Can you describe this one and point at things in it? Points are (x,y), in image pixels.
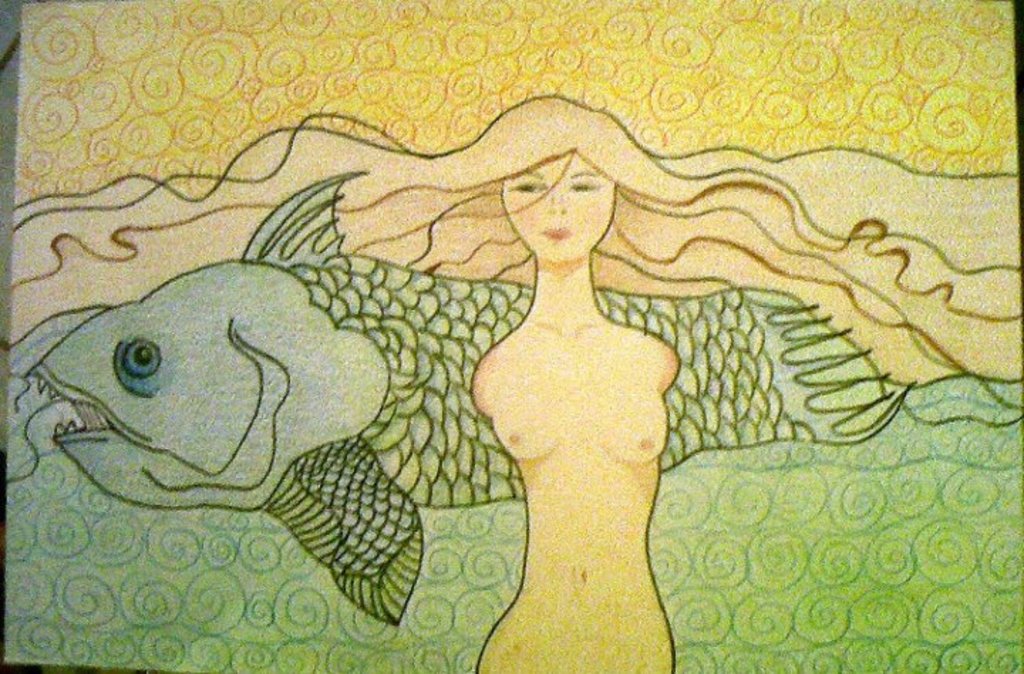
In this image there is a depiction (575,178) of a woman (695,199).
